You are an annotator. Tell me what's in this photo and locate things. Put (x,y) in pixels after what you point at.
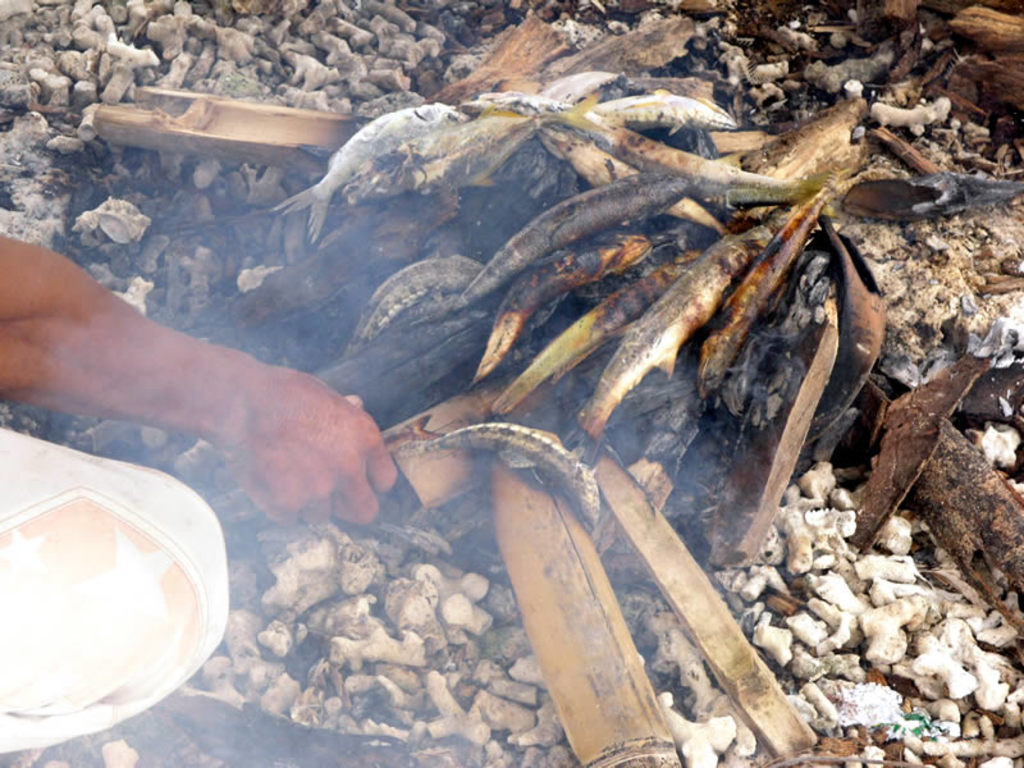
In this image we can see a person (282,403) cooking fish (563,116) on bamboo sticks (548,669).
